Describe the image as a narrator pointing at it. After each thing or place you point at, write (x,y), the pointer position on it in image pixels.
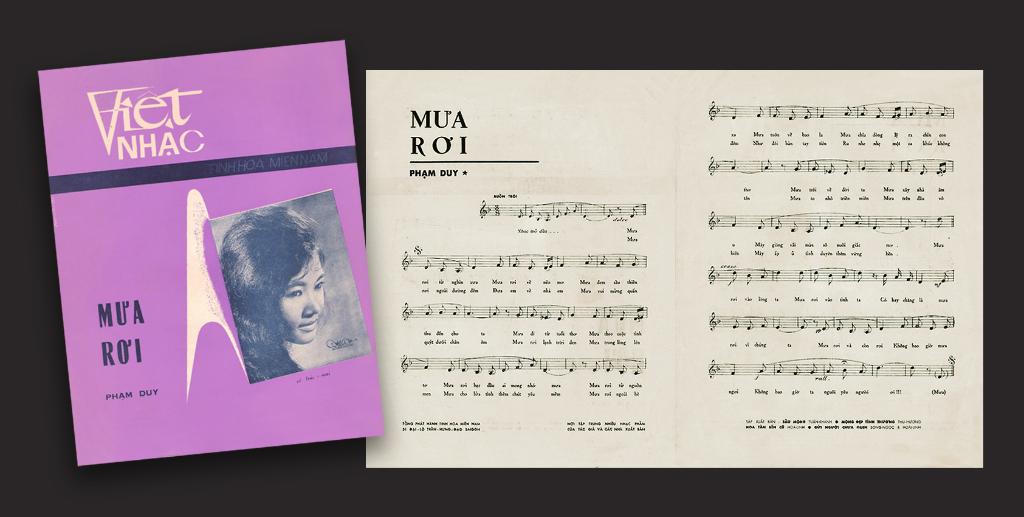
In this image we can see the posters (552,246) with some text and an image (339,264), also we can see the background (761,38) is dark.
